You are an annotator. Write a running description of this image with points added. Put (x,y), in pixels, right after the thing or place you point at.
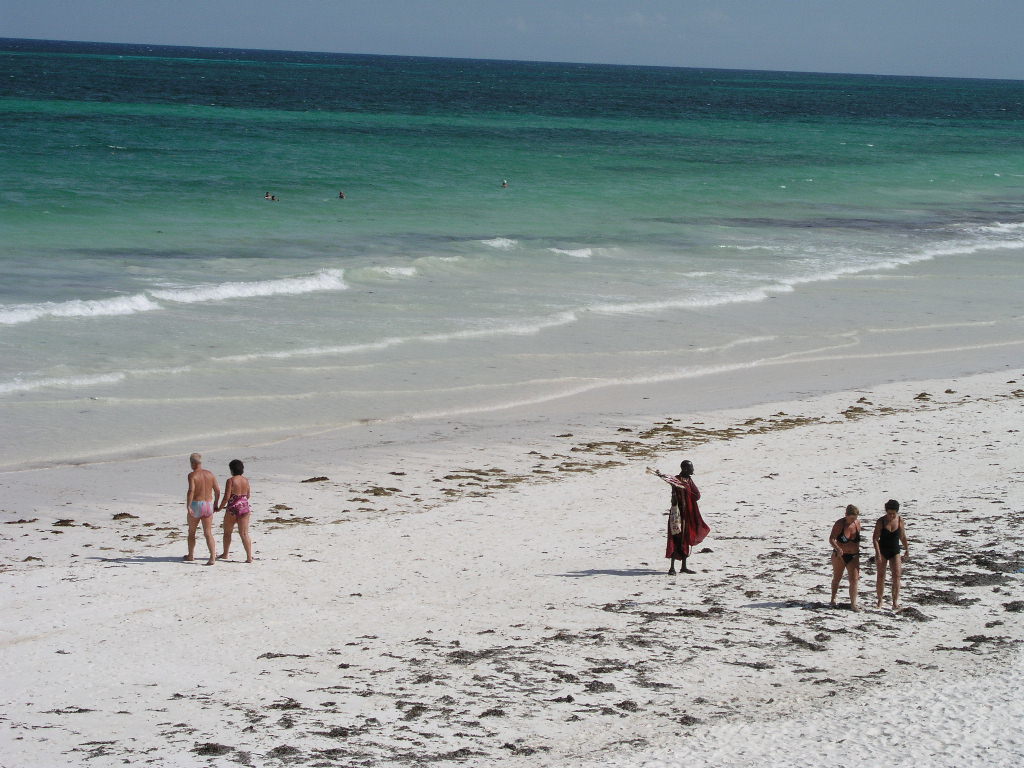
In this image we can see a group of people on the seashore (499,556). We can also see the sky (616,28) and some people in a large water body (456,210).
